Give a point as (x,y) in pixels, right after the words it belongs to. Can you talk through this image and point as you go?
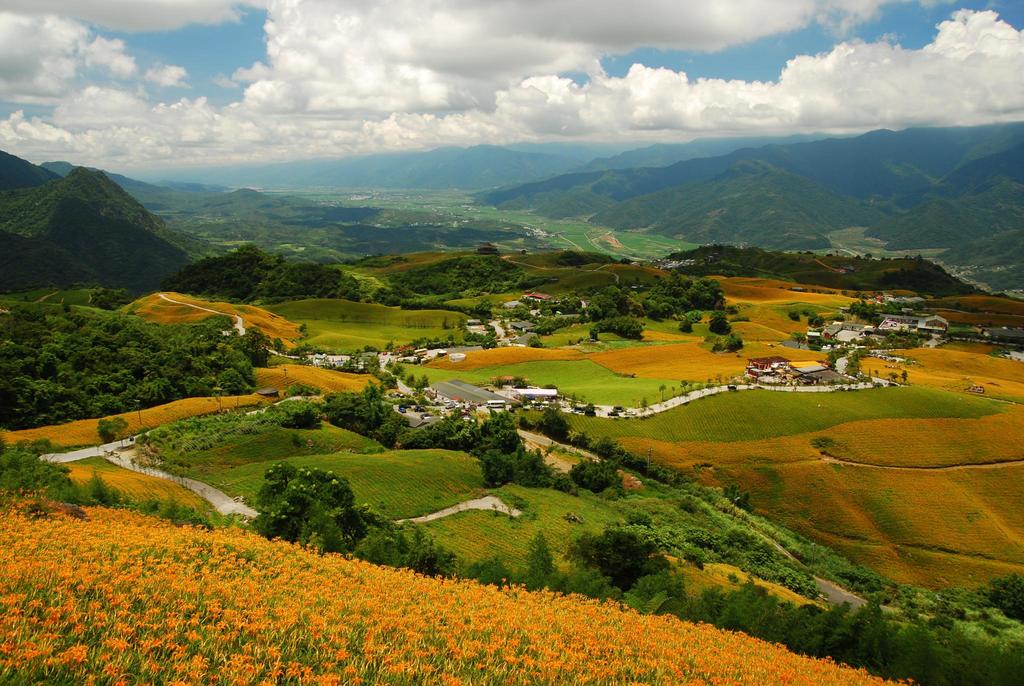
In this picture I can see flower plants (410,610) in the foreground (406,624). I can see trees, green fields (649,390), houses (777,378), road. I can see hills (795,225) in the background (704,188), I can see clouds (470,135) in the sky (498,120).
